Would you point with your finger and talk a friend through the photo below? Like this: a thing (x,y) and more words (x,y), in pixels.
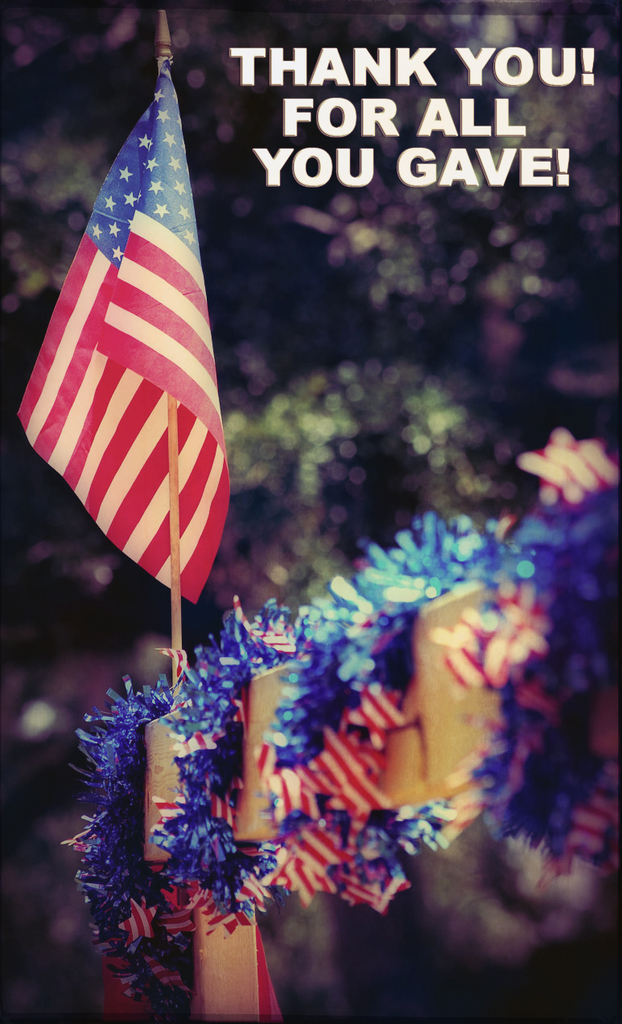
In this picture I can see there is a flag (186,497) and there is a some decorative item (289,689) wrapped around the fence (241,790) and there is something written on it.
